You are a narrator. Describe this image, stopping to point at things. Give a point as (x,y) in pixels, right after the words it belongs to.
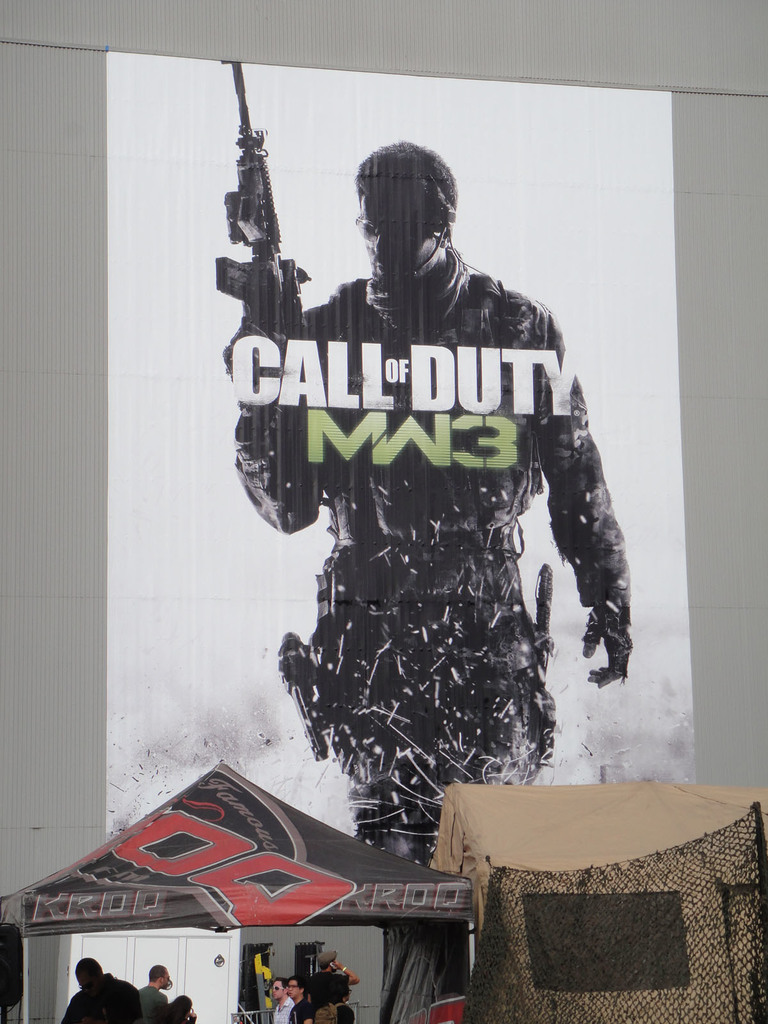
In this picture we can see people (80,997) and tents (418,949) and in the background (671,699) we can see a poster (559,604) on the wall (51,792).
